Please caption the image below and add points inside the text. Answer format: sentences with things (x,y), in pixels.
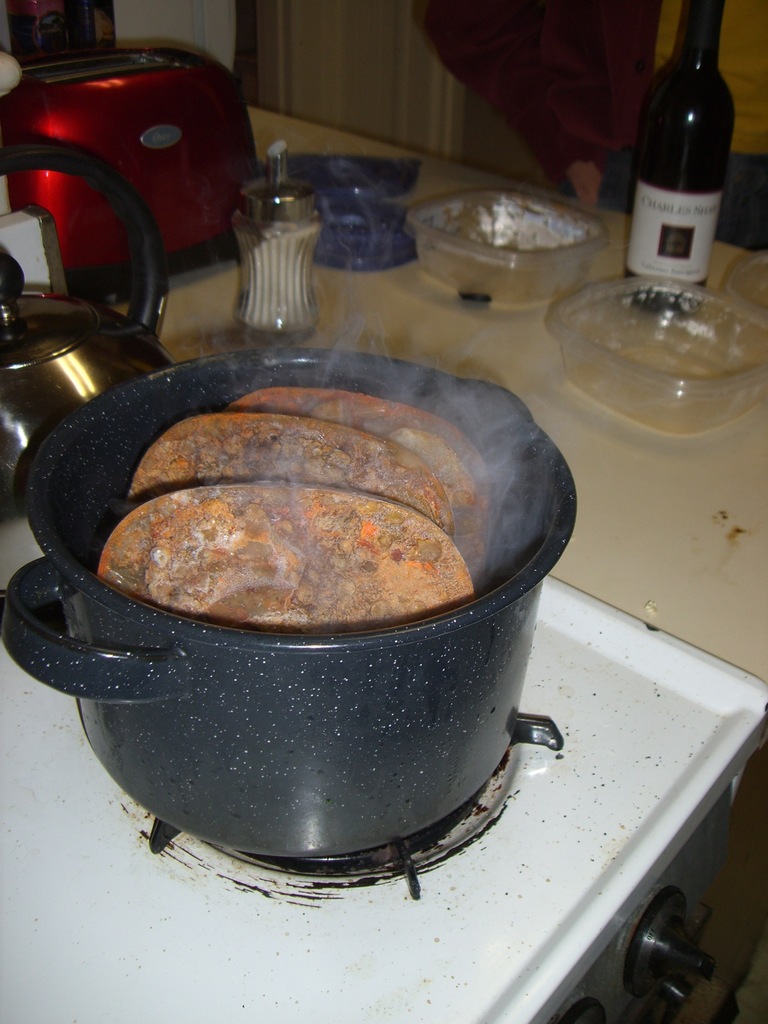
In the image we can see a container (483,615) and food (237,565) in it. The container (260,685) is on the stove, this is a bottle (705,193), bread toaster (132,124) and these are the bowls (594,360).
